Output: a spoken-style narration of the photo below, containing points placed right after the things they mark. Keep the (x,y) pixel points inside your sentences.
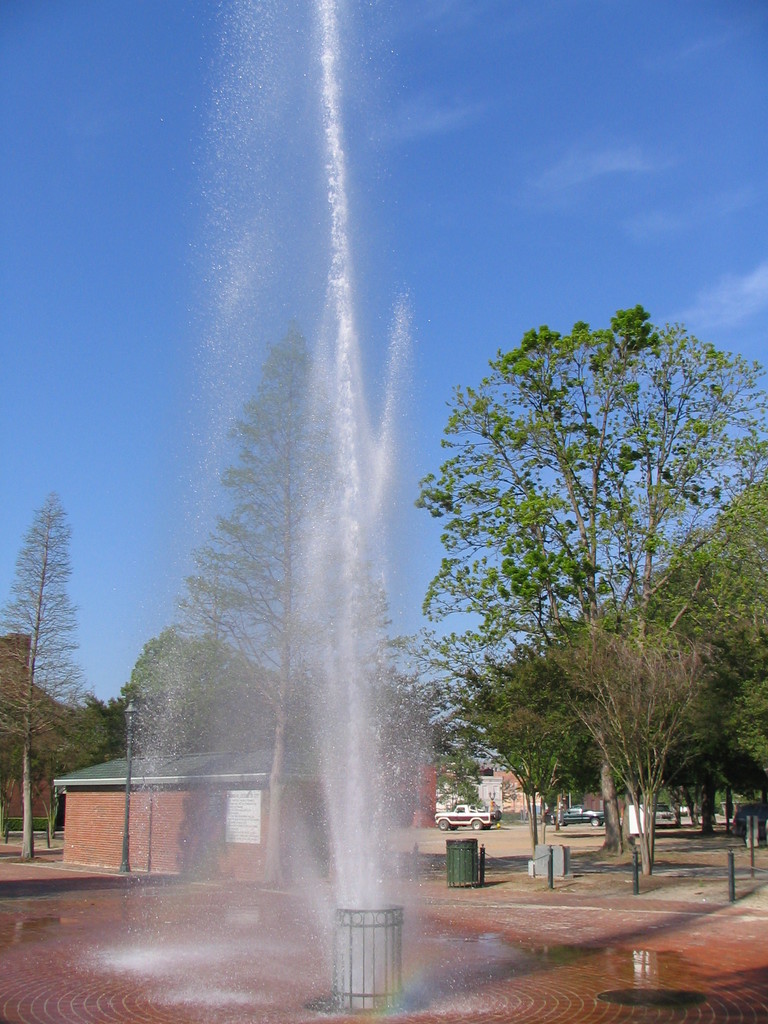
In this image there is a water fountain (398,901) in the middle (354,465). In the background (140,804) there is a house (142,788) on the left side (128,798), Beside the house (111,806) there are trees (25,703). At the top (558,121) there is the sky (572,152). On the right side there is a small drum (467,862) kept near the pole (481,860). In the background (471,824) there are few vehicles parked in front of the houses (489,774).
